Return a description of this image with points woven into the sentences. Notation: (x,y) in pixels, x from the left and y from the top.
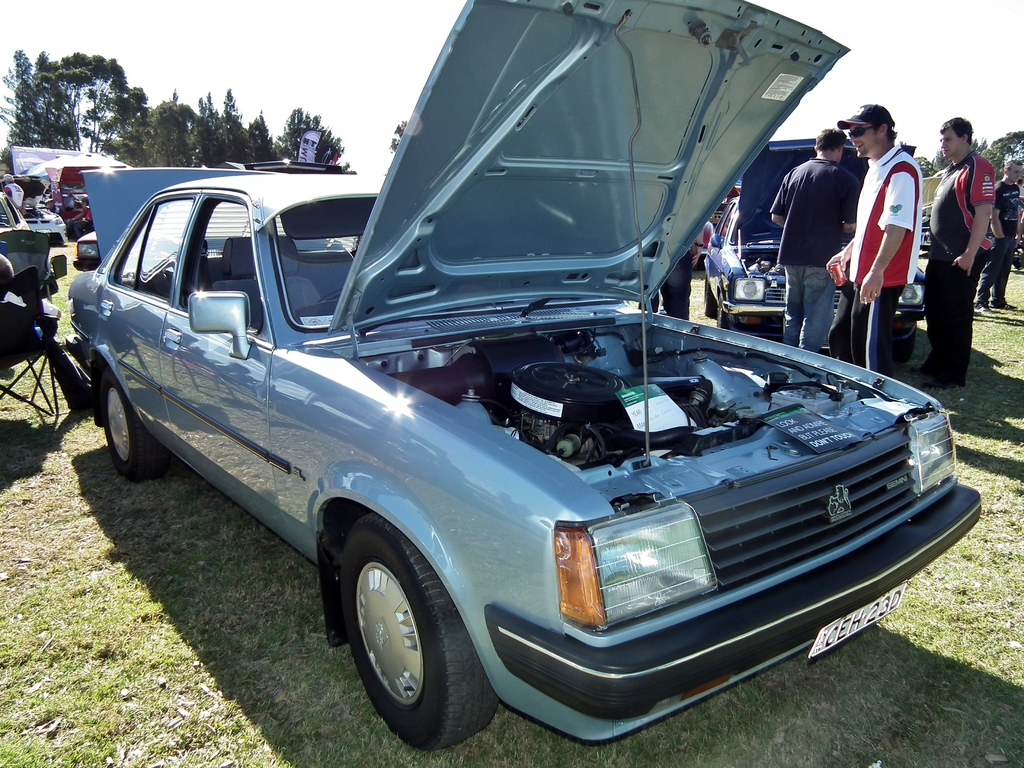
In this picture we can see vehicles (153,390) and people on the ground (853,687) and in the background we can see trees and the sky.
